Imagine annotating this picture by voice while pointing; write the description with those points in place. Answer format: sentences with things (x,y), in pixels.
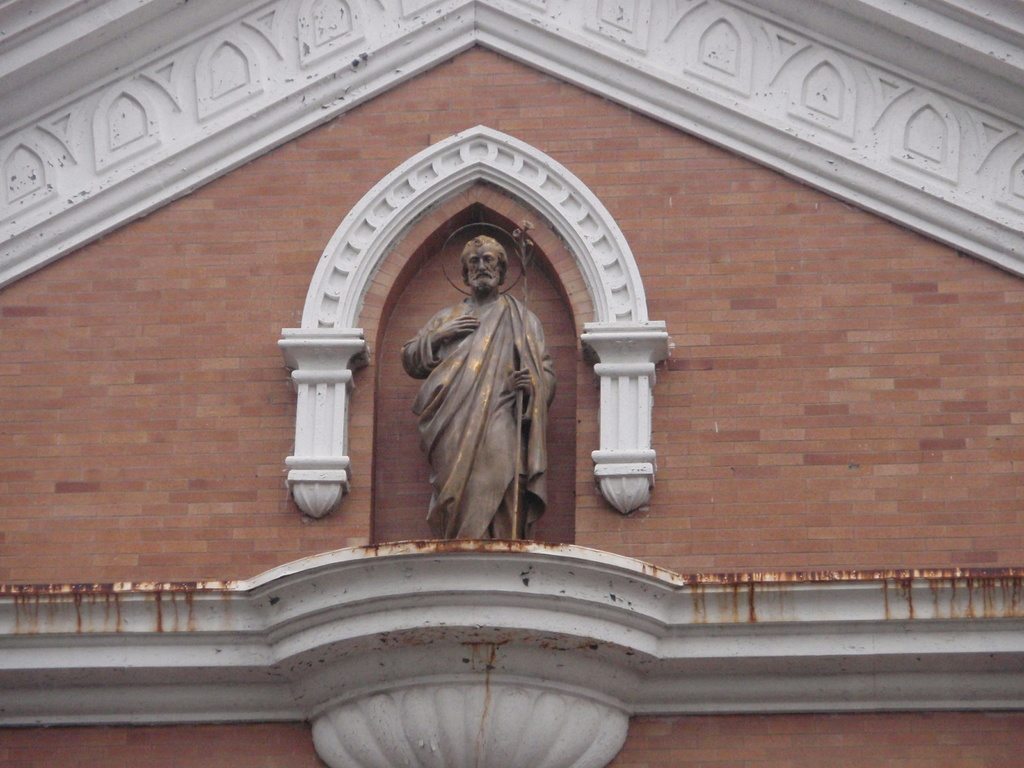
In this picture we can see building (456,291), statue (456,343), wall (153,236) are there.
